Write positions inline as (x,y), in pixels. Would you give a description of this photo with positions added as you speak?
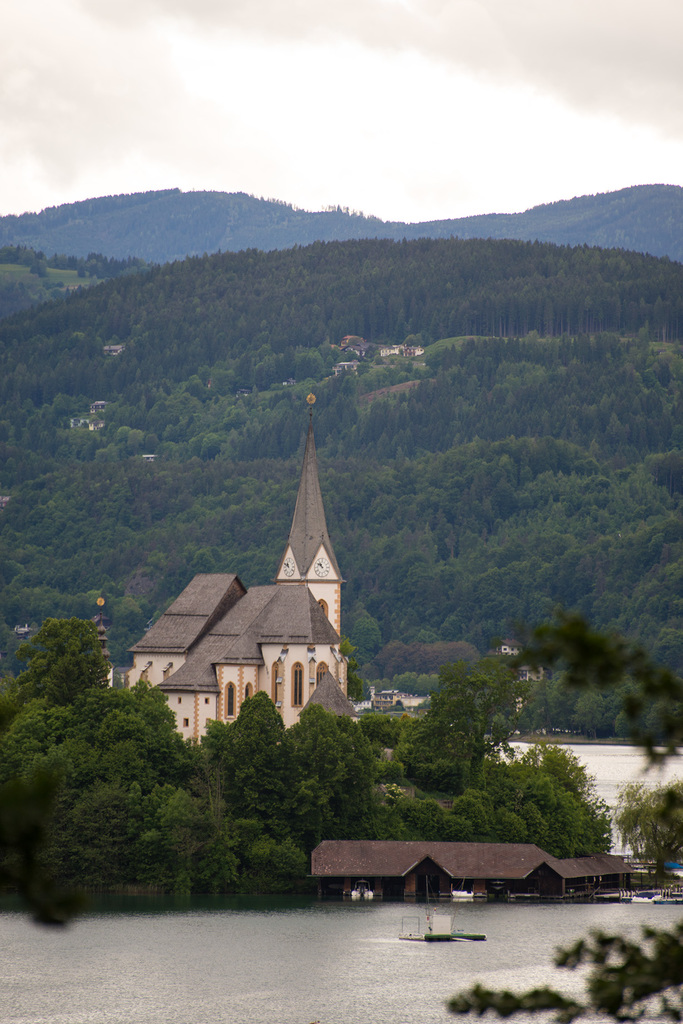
Here in this picture we can see a church building (257,614) present over there and it is covered with plants (178,771) and trees (246,792) all over there and in the front (288,926) we can see water (214,920) present all over there and we can also see a boat (444,923) present in it and we can also see a shed (318,874) present over there and in the far we can see mountains (273,534) that are fully covered with trees (482,403) and plants (356,385) all over there and we can see clouds (406,199) in the sky (406,199) over there.
